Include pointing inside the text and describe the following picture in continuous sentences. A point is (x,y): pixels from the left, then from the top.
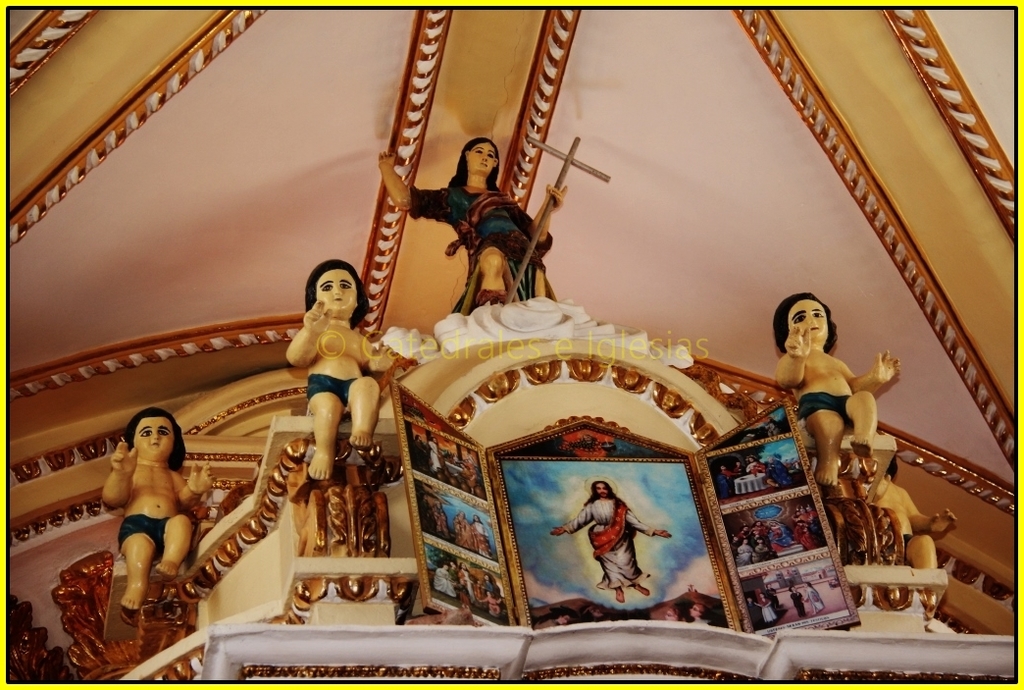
In this image I can see few mini sculptures (353,403). I can also see few photos (519,534) over here.
